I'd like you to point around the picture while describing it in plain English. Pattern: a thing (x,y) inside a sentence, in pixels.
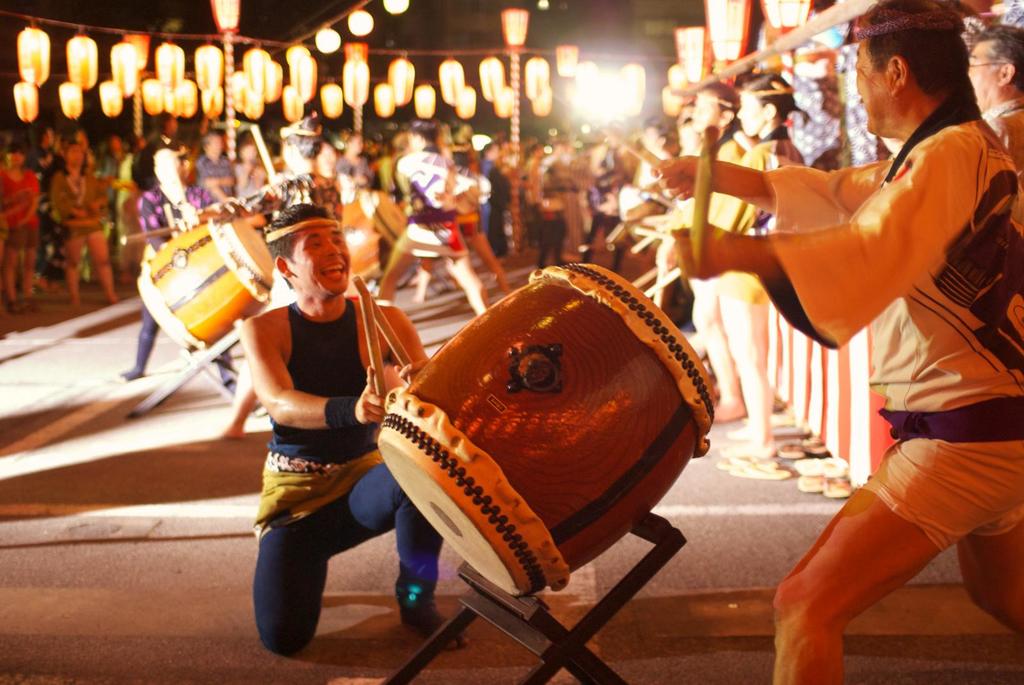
In the image there are men (836,322) playing drum (606,427), it seems to be a festival and there are lights (166,67) hanging on the top (273,94).
